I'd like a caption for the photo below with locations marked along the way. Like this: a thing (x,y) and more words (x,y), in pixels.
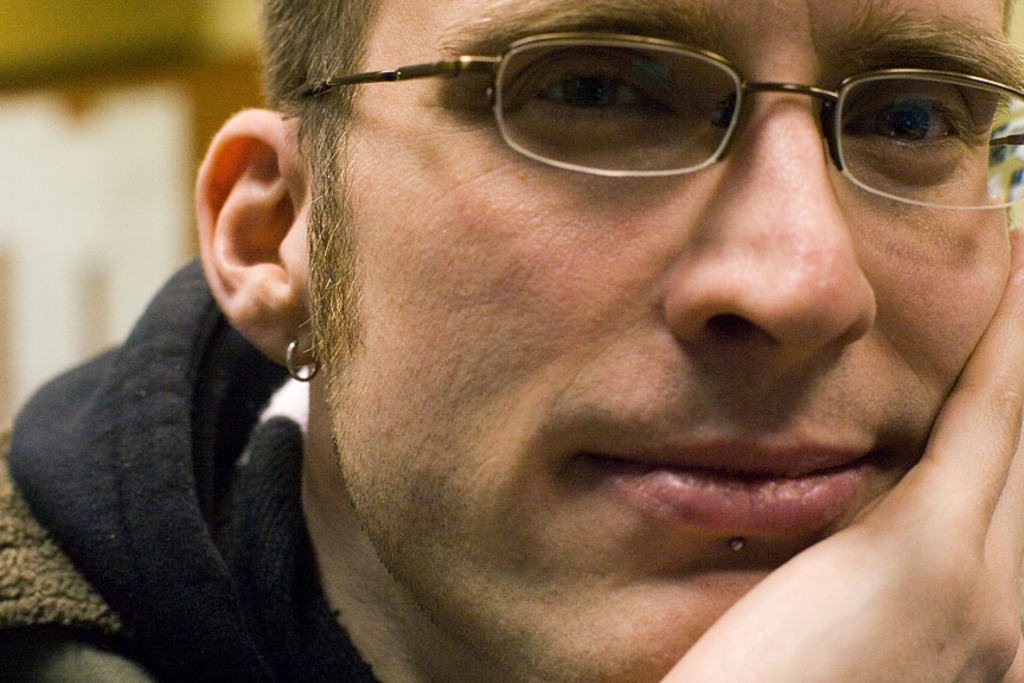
In this image we can see a person (625,371) wearing spectacle (845,126) and an earring (305,363) in the image. There is a blur background (169,118) at the left side of the image (155,122).
